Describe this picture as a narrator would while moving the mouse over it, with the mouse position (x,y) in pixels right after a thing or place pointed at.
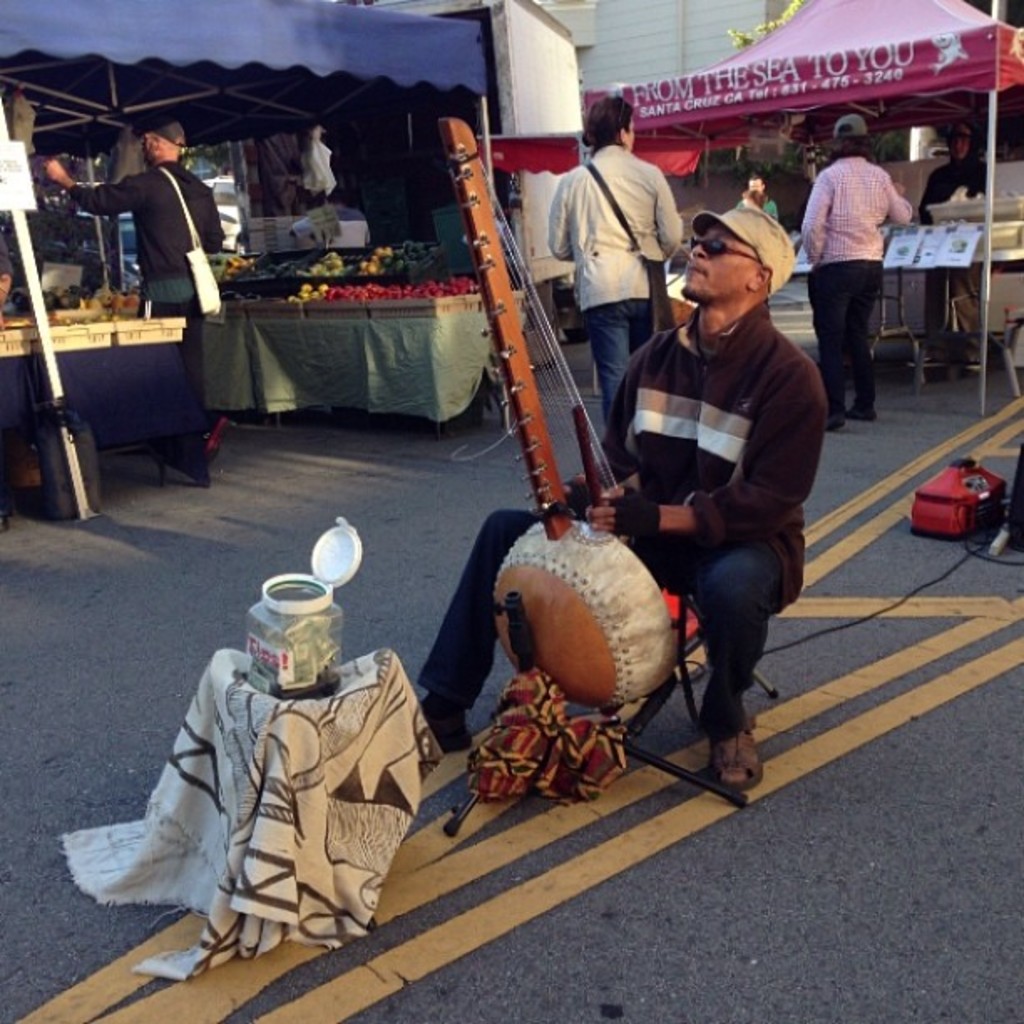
In this image, we can see persons (741,427) wearing clothes (810,431). There are stalls (739,54) at the top of the image (453,81). There is a person (669,407) in the middle of the image (675,392) playing a musical instrument (615,559). There is a jar (333,598) and cloth (206,760) in the bottom left of the image (213,757).
